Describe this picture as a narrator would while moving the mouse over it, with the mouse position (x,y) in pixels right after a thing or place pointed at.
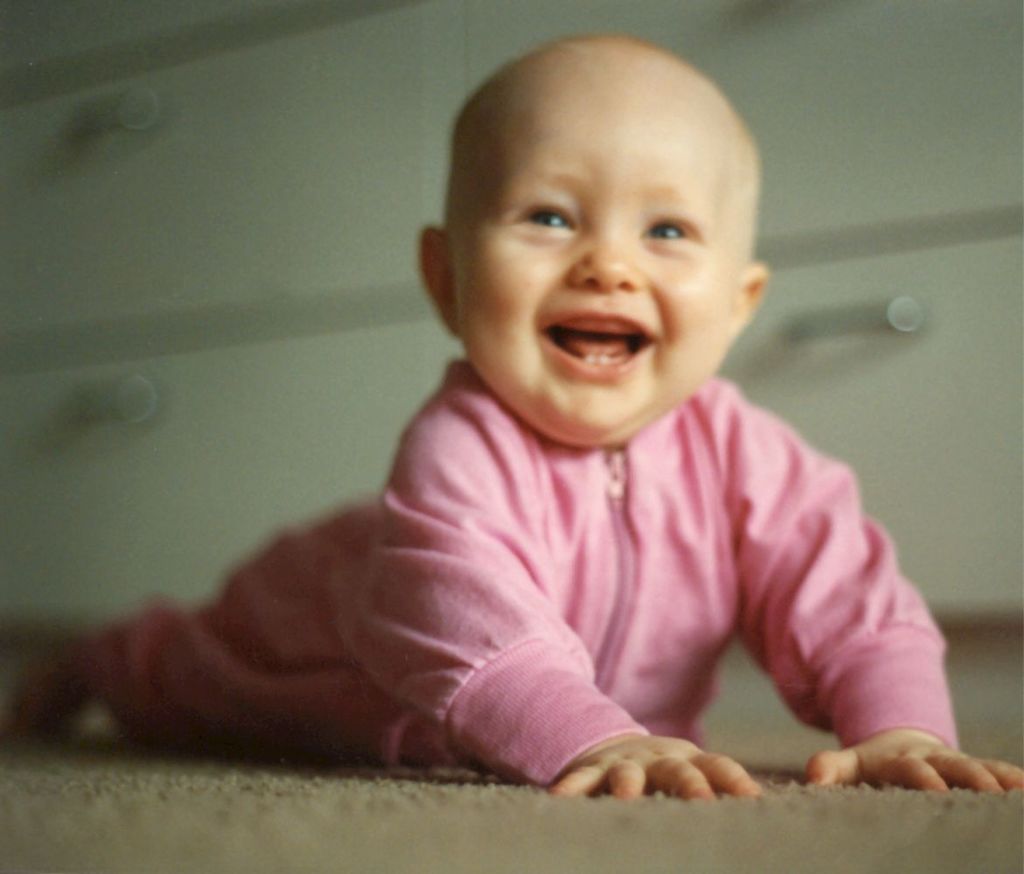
In this image there is a baby (582,539) on a floor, in the background (298,10) it is blurred.
